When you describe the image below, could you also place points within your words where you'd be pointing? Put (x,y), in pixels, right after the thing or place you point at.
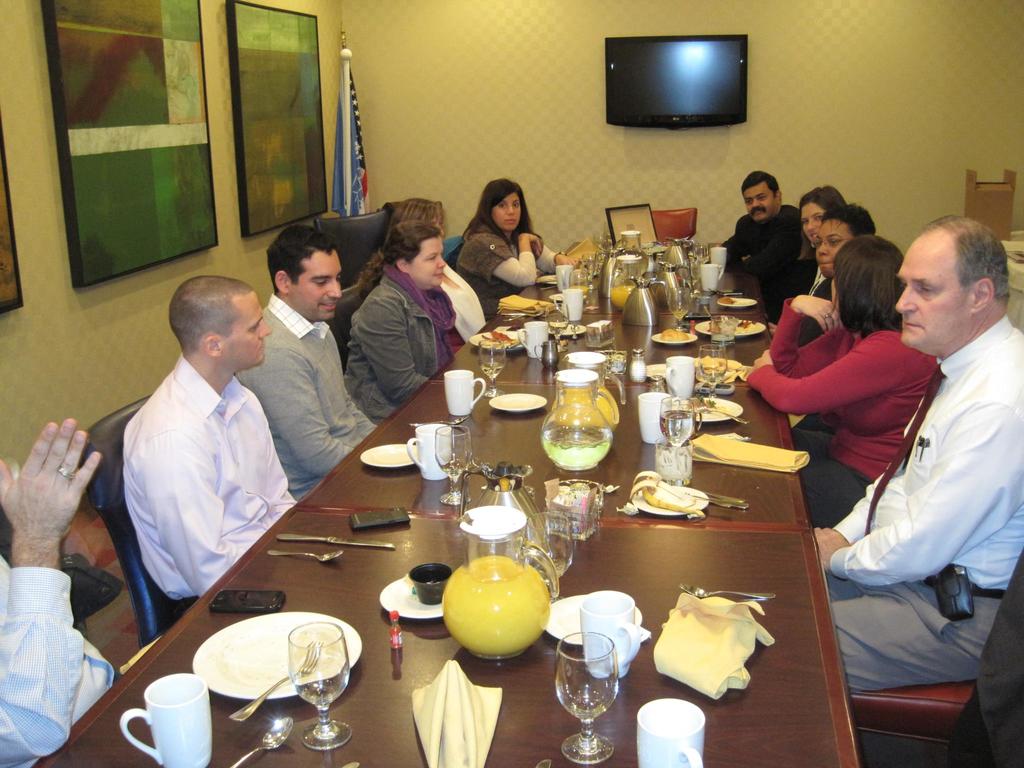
The image is clicked inside the room (321,319). There are many persons (748,236) sitting around the dining table (399,756). In the middle (499,302) there is a dining table (737,286) on which there is food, jugs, glasses (288,635), and plates (249,673). To the right (992,434) front the man (925,479) is wearing white shirt (984,532) and a tie (904,451). In the background (639,76) there is a TV (664,94) on the wall (413,83). And to the left (184,167) there are frames (184,106).
